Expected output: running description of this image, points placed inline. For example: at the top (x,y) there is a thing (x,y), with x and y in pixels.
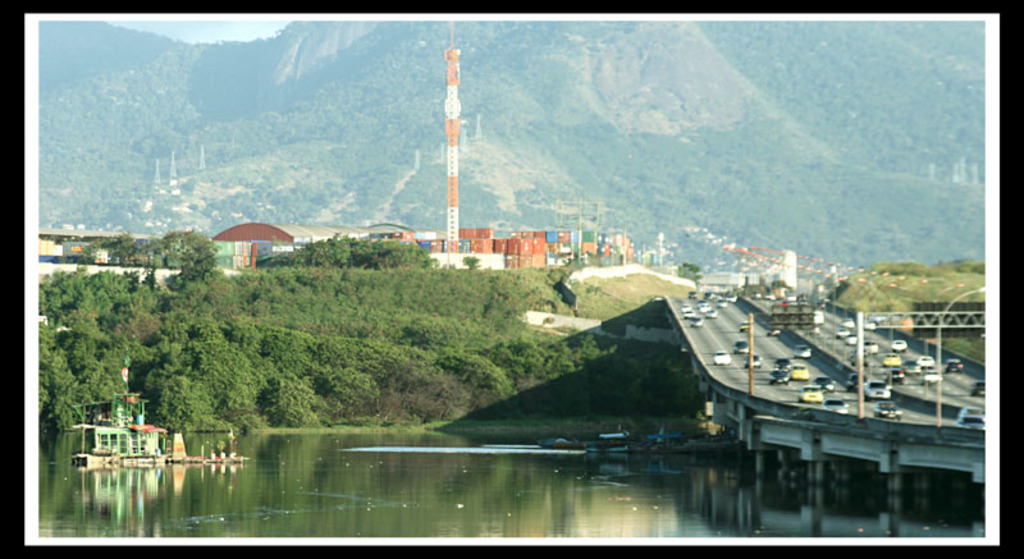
In this image I can see few mountains (832,168), trees (200,327), tower (453,232), few containers (522,265), poles (751,383), few vehicles (804,351) on the bridge (843,392). I can see few boats (671,434) and colorful object (125,445) on the water (470,451).
